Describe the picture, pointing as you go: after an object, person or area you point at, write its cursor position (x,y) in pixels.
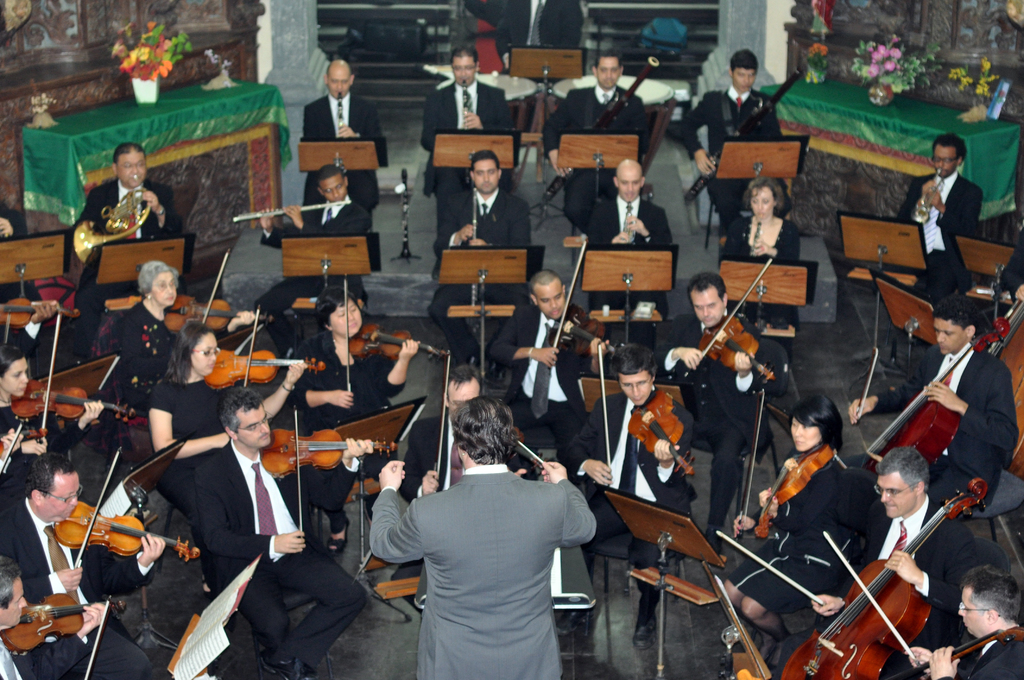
In this image I see a group of people (453,242) are sitting on a chair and playing musical instrument (391,335) in their hands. The person (428,528) near podium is wearing a suit (442,529).
